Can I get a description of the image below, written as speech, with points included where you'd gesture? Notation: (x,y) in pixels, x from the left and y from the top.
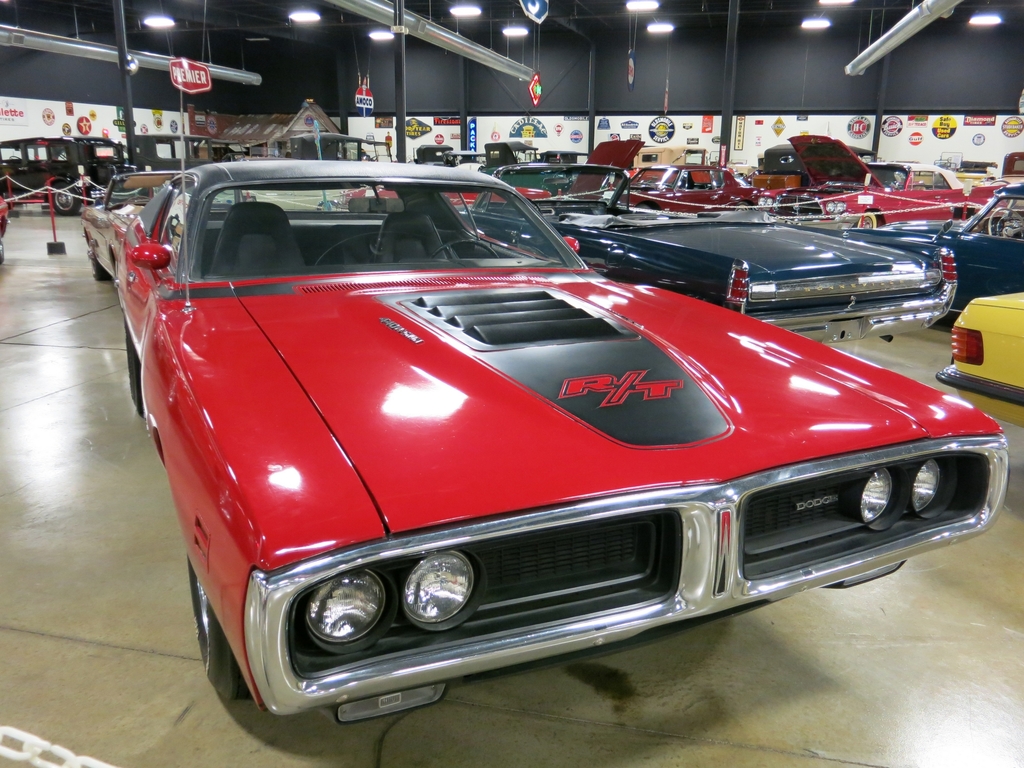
In this image, we can see so many vehicles (369,340) are parked on the surface (59,616). Background (978,135) we can see banners (986,120), poles (590,144), hoardings (946,123), rods (150,53). Top of the image (824,1), we can see the lights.
